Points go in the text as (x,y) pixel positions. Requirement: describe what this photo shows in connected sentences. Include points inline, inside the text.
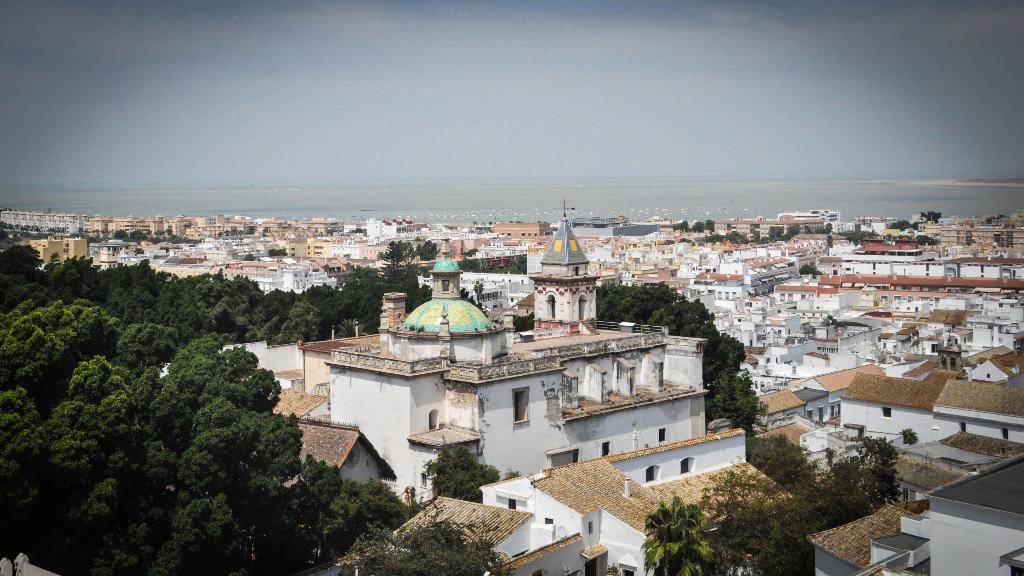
In this picture we can see trees (106,417), buildings (560,260), some objects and in the background (448,151) we can see the sky (530,151).
